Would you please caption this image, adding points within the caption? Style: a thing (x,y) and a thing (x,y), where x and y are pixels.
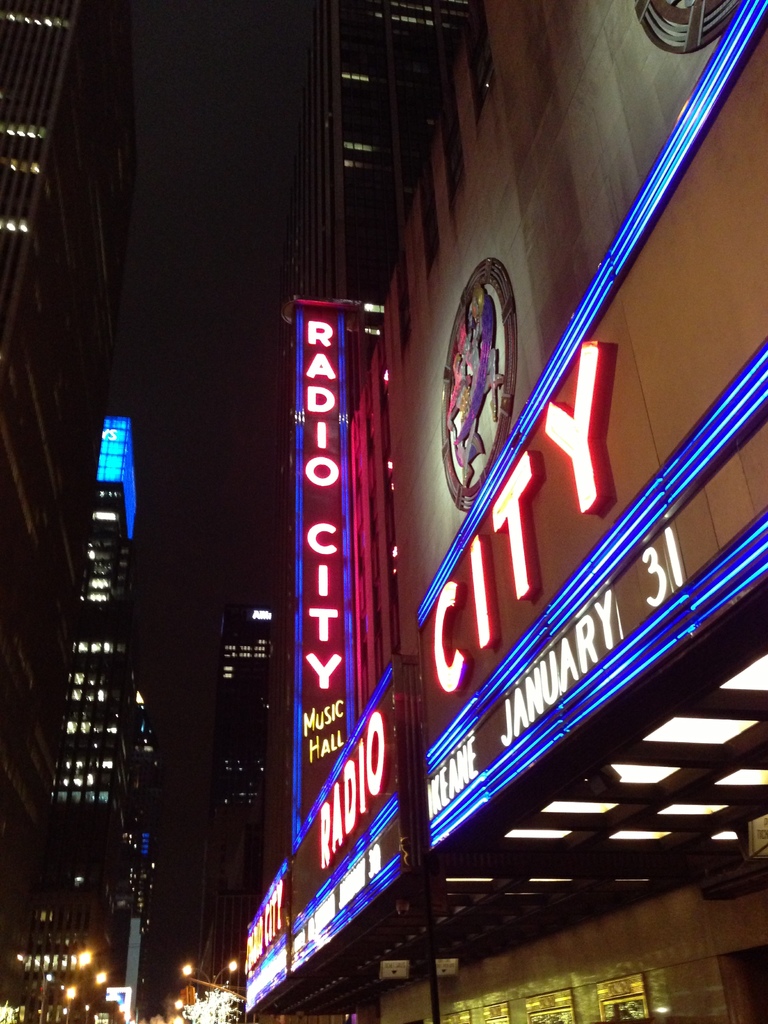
In the picture I can see buildings (601,863), led boards (371,804) and street lights (177,1007). The background of the image (188,912) is dark.
